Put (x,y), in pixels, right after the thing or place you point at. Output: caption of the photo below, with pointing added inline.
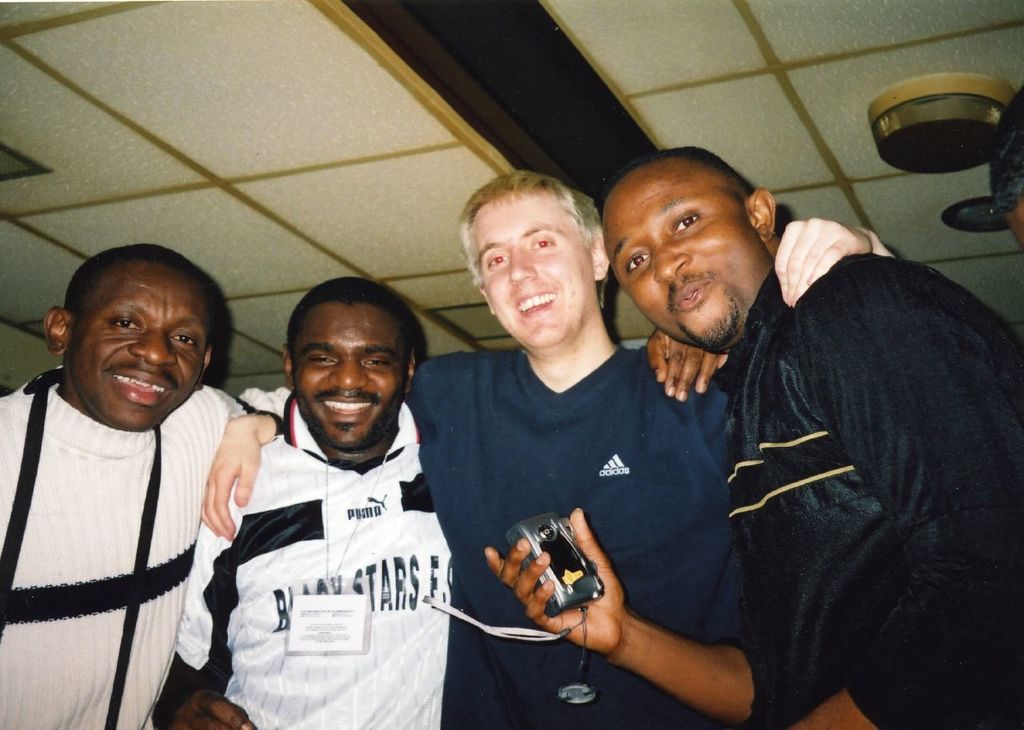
This picture shows few people (486,400) standing with smile on their faces (106,373) and we see a man (553,589) holding a camera (552,551) in his hand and another man (331,540) wore ID card (315,603).
